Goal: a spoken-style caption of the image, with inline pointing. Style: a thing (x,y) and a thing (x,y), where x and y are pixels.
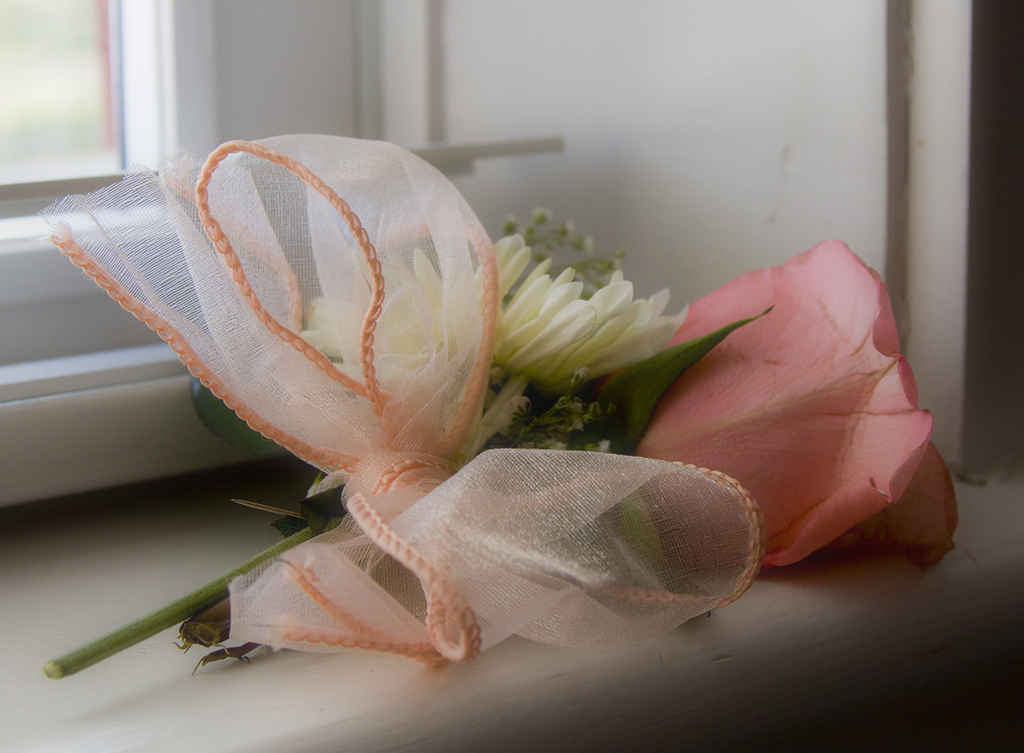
In this image there are flowers (766,396) tied with a ribbon (265,406), and in the background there is a window (91,142).
